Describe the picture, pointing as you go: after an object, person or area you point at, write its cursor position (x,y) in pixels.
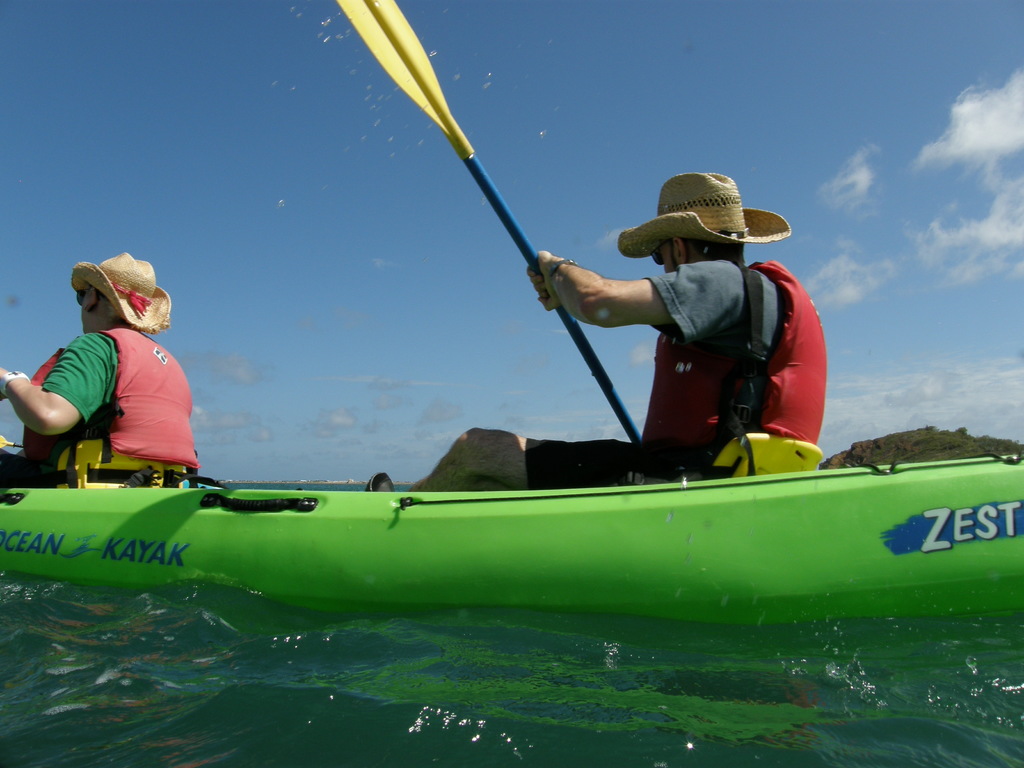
In this image, we can see people (705,440) on the boat (761,438) and are wearing hats (120,285) and safety jackets (153,407) and are holding sticks (404,63). At the top (901,241), there are clouds (950,424) in the sky (860,343) and we can see hills (924,434) and at the bottom (287,695), there is water (261,716).
